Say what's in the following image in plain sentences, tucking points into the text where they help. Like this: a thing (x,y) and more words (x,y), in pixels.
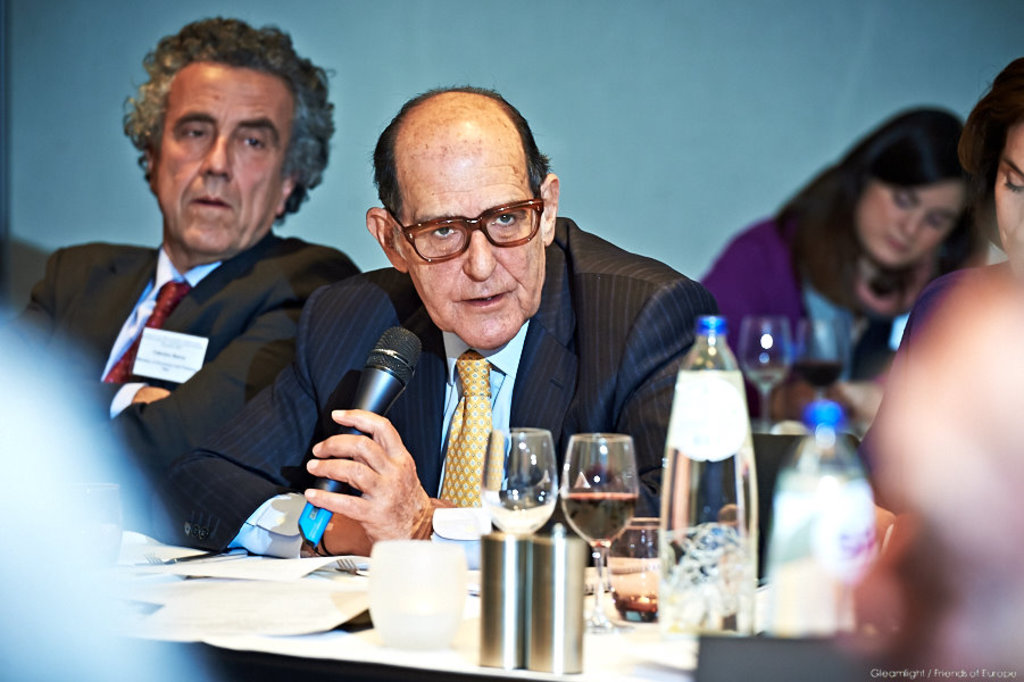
In this image I can see few people (217,245) are sitting in-front of the table (324,642). These people (331,373) are wearing the blazers (371,321) and some people (819,295) with different color dresses (773,278). I can see one person (353,391) is holding the mic (378,388). On the table (262,553) I can see glasses (583,511), bottles (733,476) and plates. In the back (694,37) I can see the blue wall (596,79).
